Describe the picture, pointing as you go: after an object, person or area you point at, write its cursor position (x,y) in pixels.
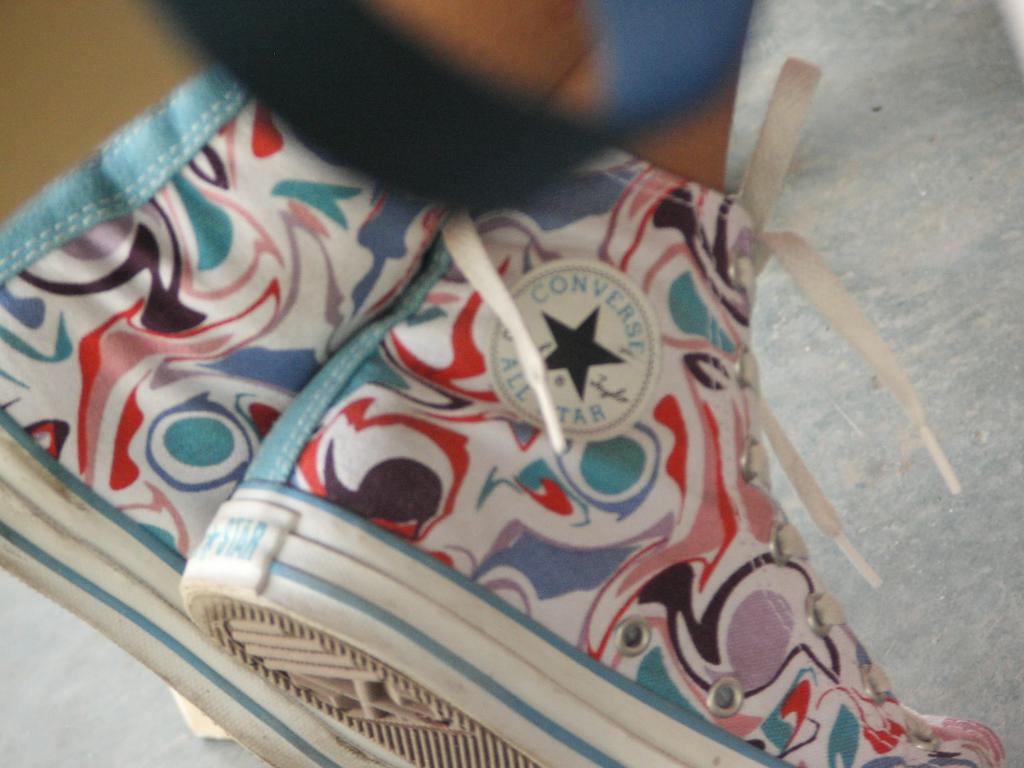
In this image we can see a person legs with shoe (563,358) and a logo (592,360) on the shoe (564,383).
